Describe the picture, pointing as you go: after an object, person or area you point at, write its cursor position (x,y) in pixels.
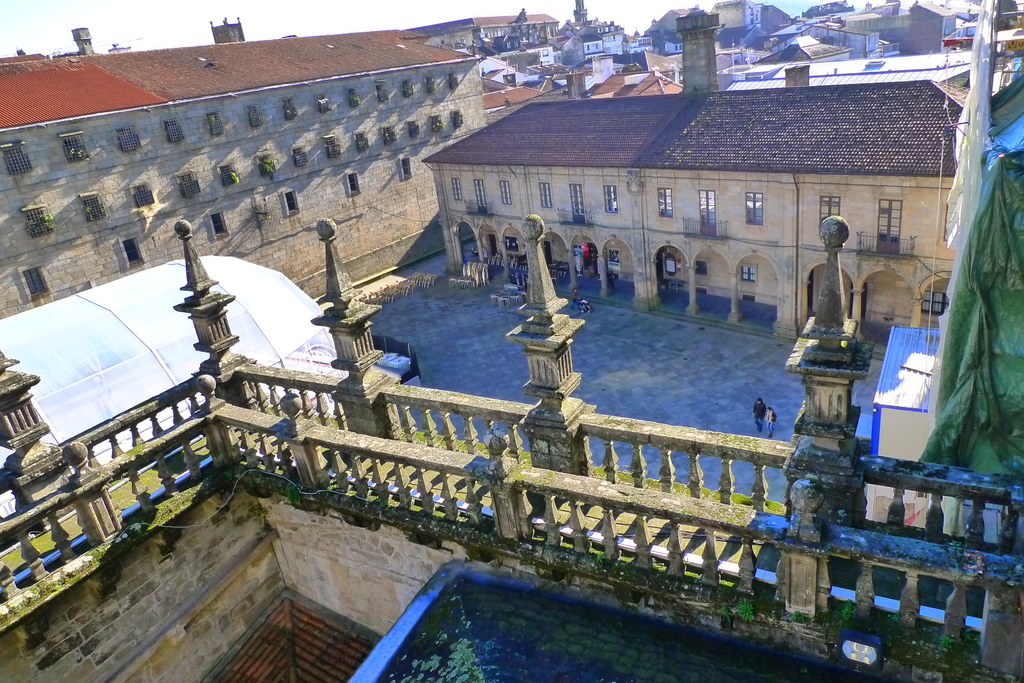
In this picture we can see two people (764,409) on the ground (659,391), fences (356,420), sheds (112,416), buildings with windows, some objects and in the background (479,1) we can see the sky (492,4).
